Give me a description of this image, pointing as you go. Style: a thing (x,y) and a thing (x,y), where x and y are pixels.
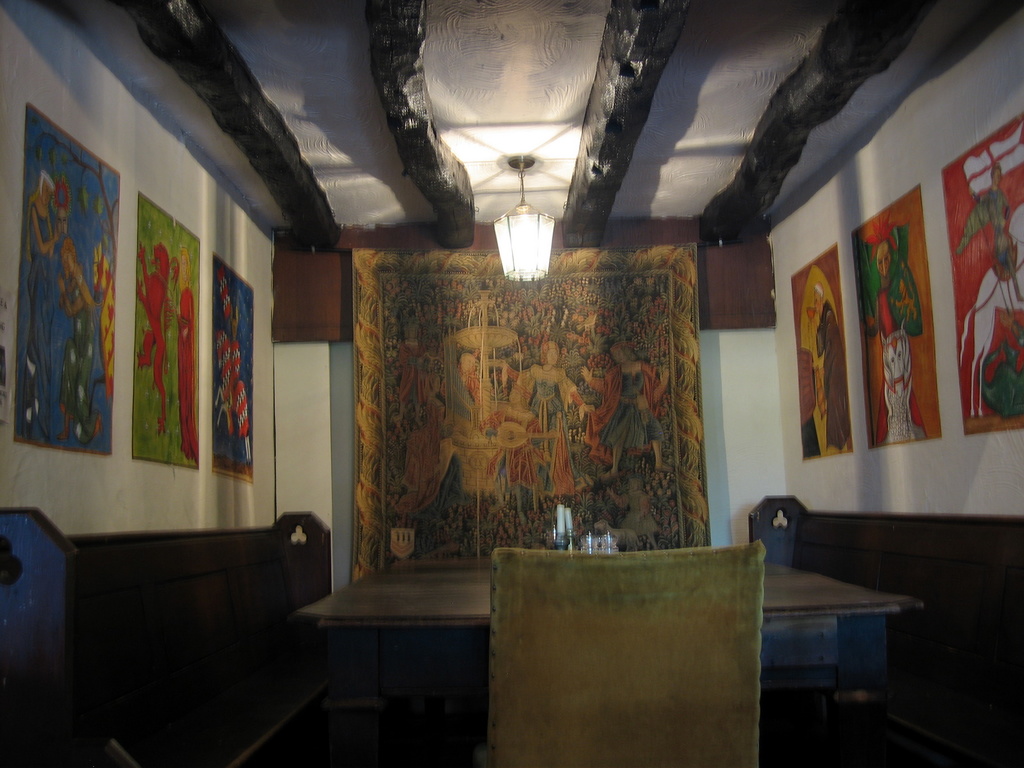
In the picture we can see inside view of the hall (801,675) with a table (768,672) and benches (899,551) around it and behind the table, we can see a wall (753,374) with a poster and to the walls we can see some paintings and to the ceiling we can see the light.
